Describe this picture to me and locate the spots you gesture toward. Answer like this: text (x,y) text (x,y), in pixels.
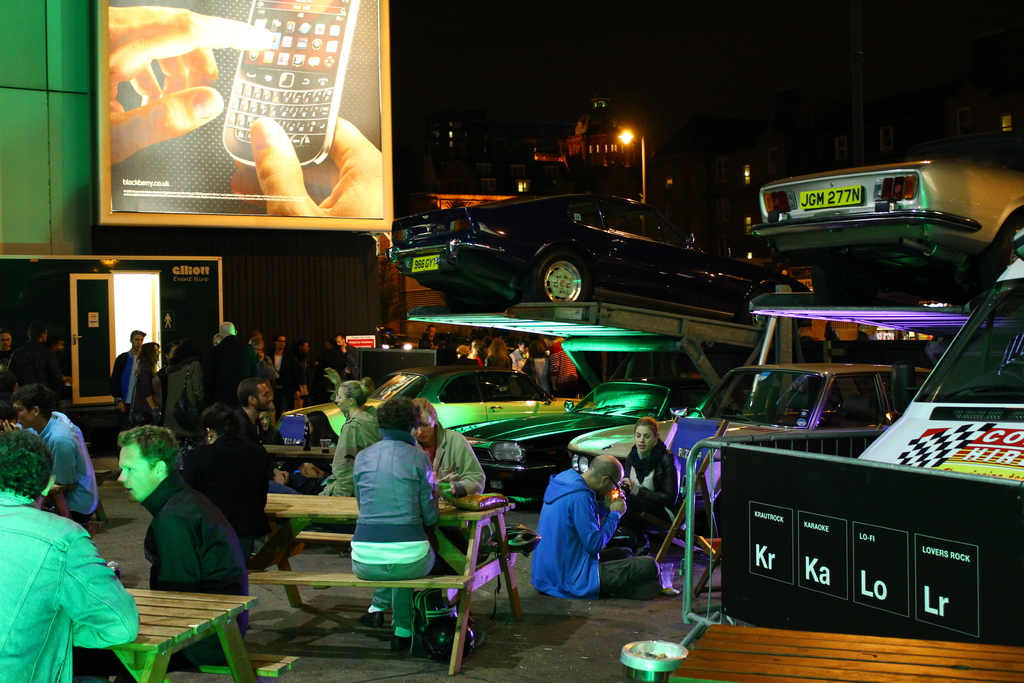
In the center of the image (394,331) we can see the vehicles (492,230). At the bottom of the image (232,471) we can see some persons (76,542) are sitting on the benches (221,609) and some of them are sitting on the floor (544,628). In the background of the image (209,238) we can see a building (18,210), door (157,278), board (371,181), lights (644,188). At the bottom of the image (554,667) we can see the road (550,655). At the top (593,24) the image is dark.
